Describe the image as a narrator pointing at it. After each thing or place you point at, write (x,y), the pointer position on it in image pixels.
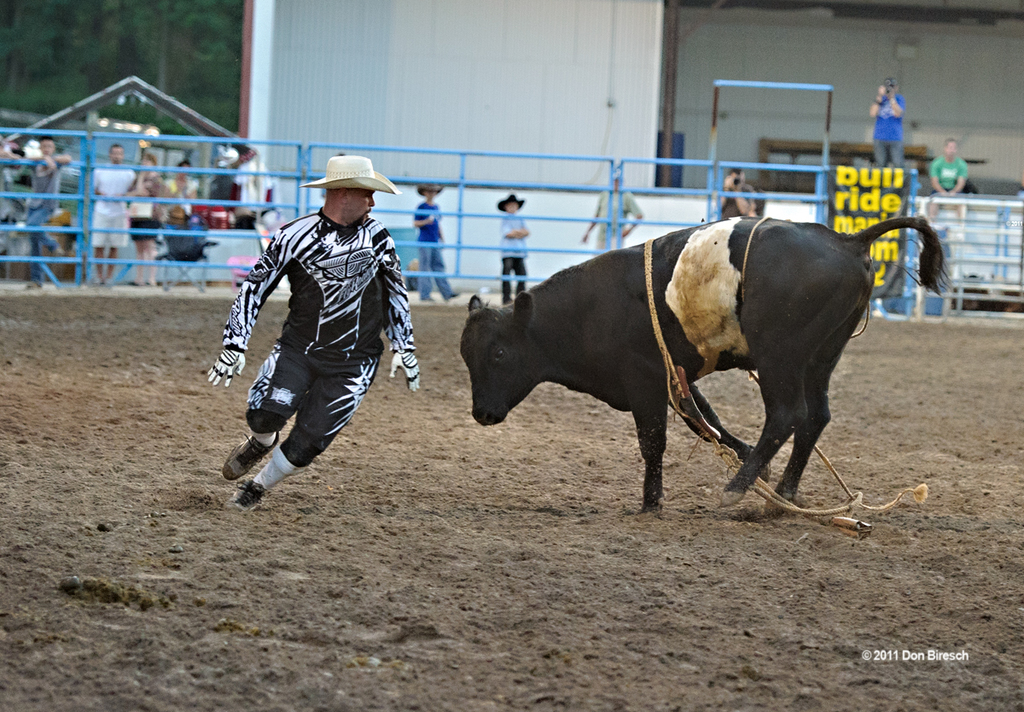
In this given image, I can see an arena (917,330) which is build with an boundary iron metals (173,200) and i can see a bull (603,302) and a person (389,328) inside the ground (459,317), Outside the boundary wall (195,138) a couple of people (882,111) capturing the moments sitting and standing.
